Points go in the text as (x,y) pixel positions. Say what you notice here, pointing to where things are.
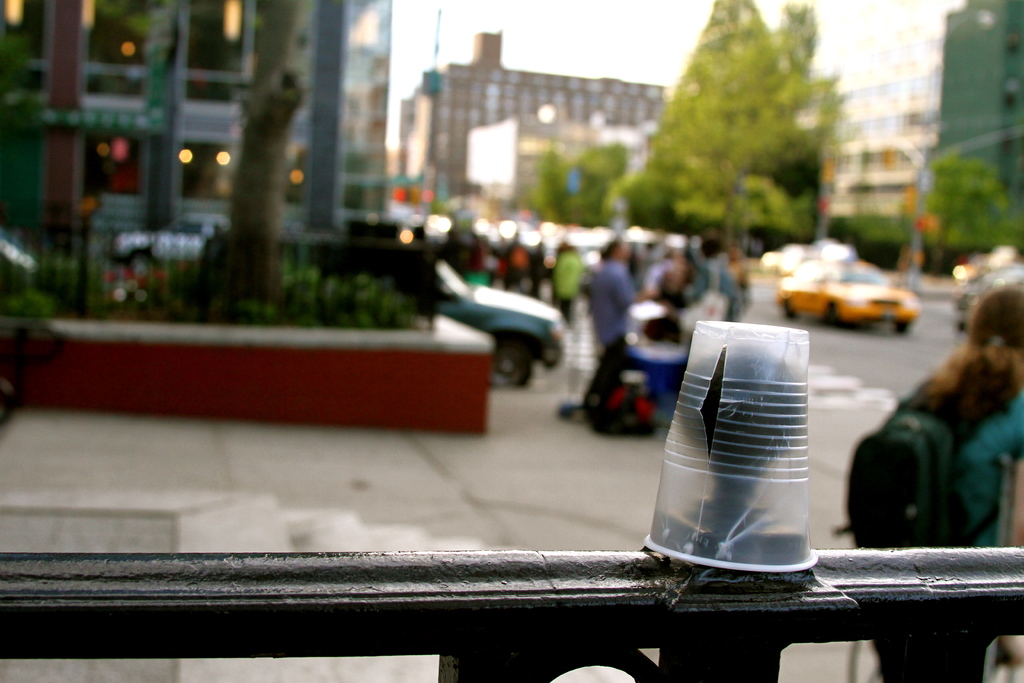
This image is taken outdoors. At the bottom of the image (383,589) there is a railing (794,596) and there is a crushed glass (714,457) on the railing (842,575). There is a floor (132,536). In the background (377,110) there are a few buildings (575,145) and there are a few trees (620,173) and there is a pole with a street light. In the middle of the image (408,290) there is a railing (86,268). There are a few plants (196,293). A few vehicles (521,311) are moving on the road (924,294) and a few people (571,246) are walking on the road (754,285) and a few (682,254) are standing. A car (843,282) is moving on the road (855,339).
